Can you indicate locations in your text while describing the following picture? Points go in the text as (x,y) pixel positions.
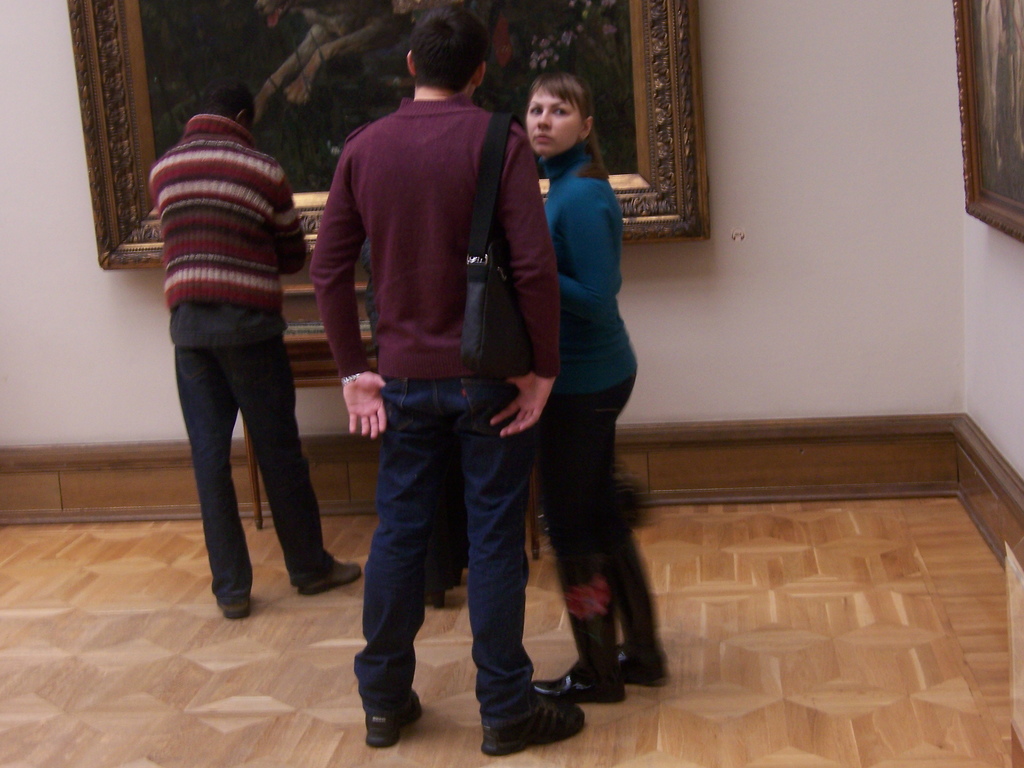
This picture is clicked inside the room (728,306). In the center (524,293) we can see the group of persons (424,336) standing on the floor (758,556) and we can see a sling bag (495,274) and the picture frames (966,60) hanging on the wall (827,159) and we can see some other objects (313,305) in the background (306,344).
